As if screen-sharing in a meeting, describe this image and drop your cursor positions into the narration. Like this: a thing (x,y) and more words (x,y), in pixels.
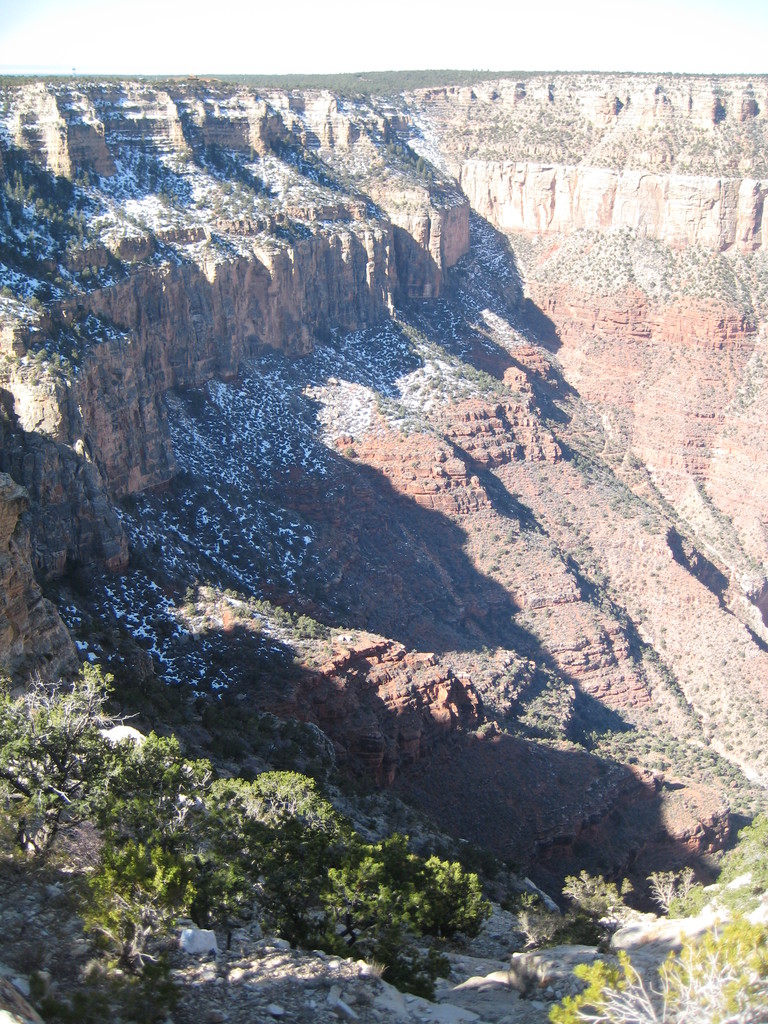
In this picture we can see mountain (373,74). On the bottom (435,860) we can see plants (298,892) and trees (310,815). On the top (468,52) we can see sky (478,28) and clouds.
